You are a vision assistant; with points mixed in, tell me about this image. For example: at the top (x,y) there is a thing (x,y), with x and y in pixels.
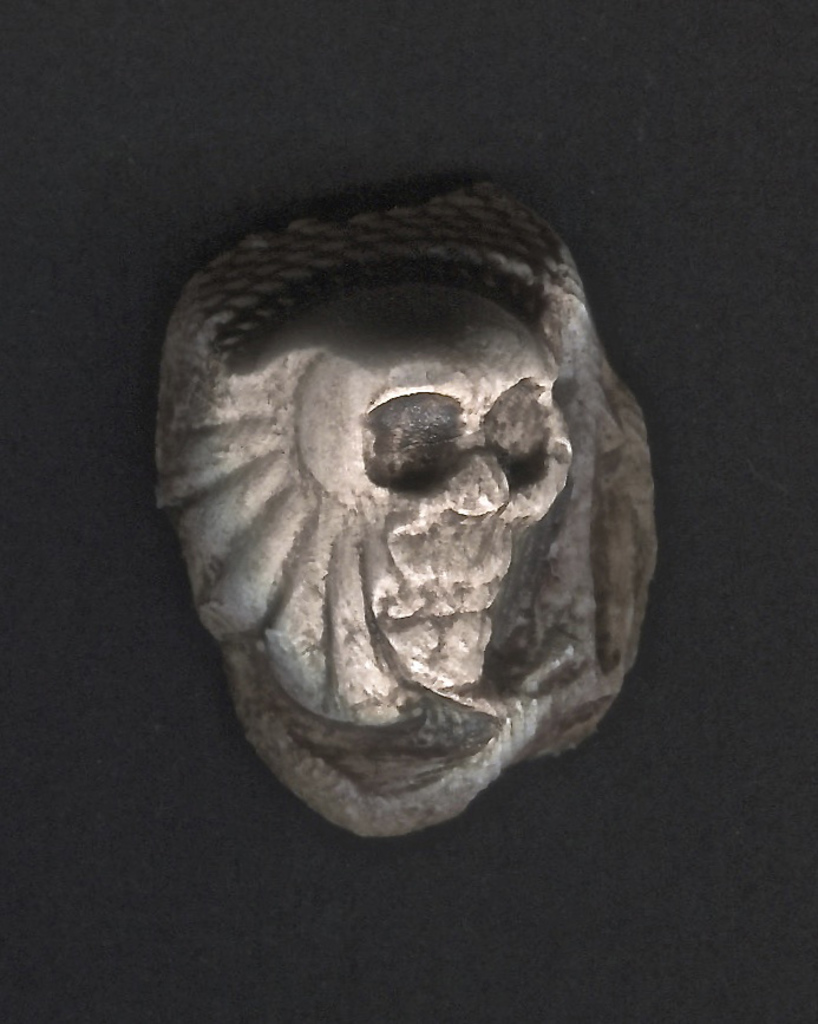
In this image I can see a sculpture (362,428).
